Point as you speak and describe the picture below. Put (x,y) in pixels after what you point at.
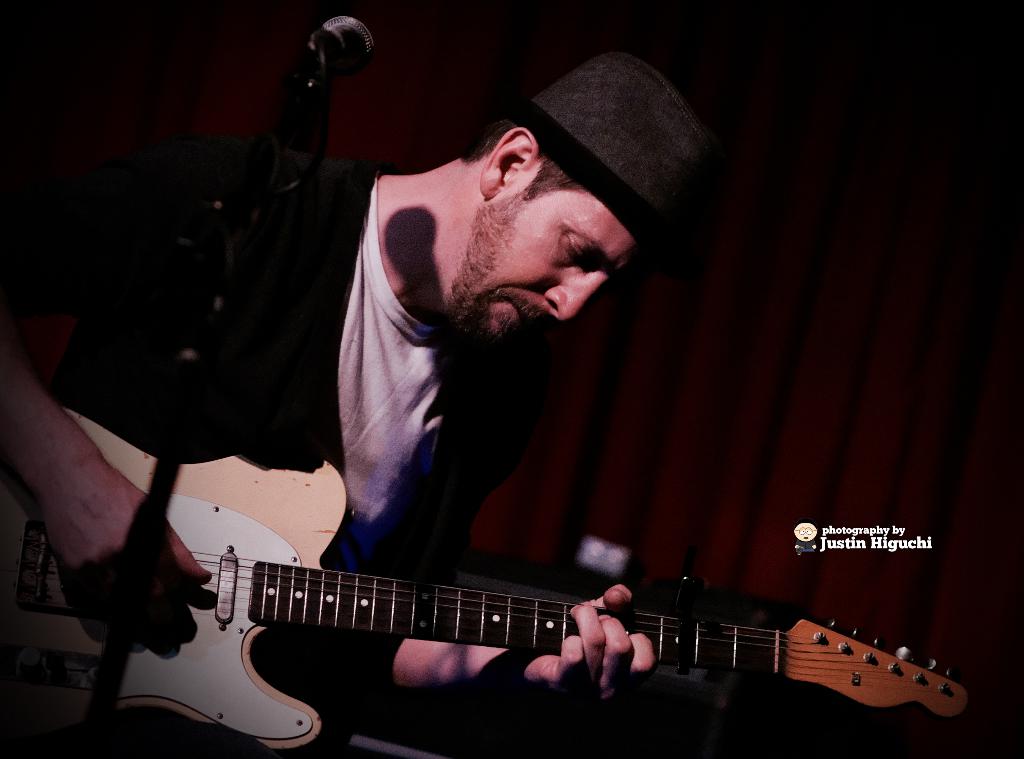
In this image we can see a man (618,202) sitting, and playing the guitar (265,487), and here is the microphone (289,91) and stand (150,554).
